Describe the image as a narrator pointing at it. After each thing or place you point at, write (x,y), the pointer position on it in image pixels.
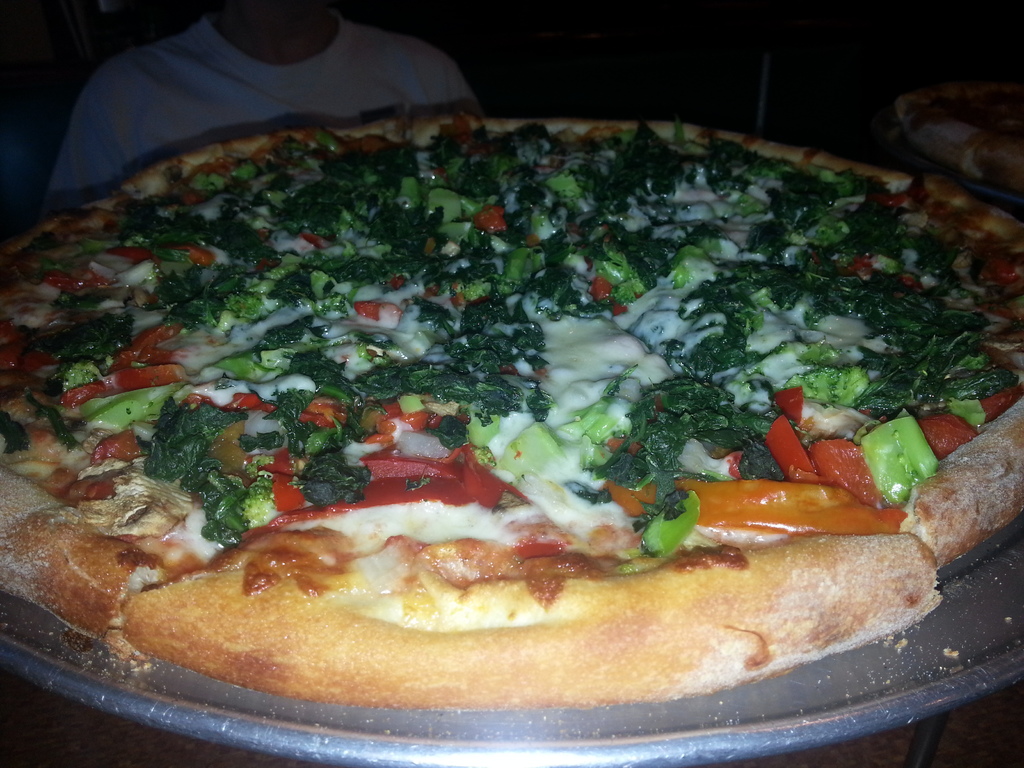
In this picture we can see the pizza (693,546) place in the plate (58,669). Behind there is a boy (212,92) sitting on the chair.
